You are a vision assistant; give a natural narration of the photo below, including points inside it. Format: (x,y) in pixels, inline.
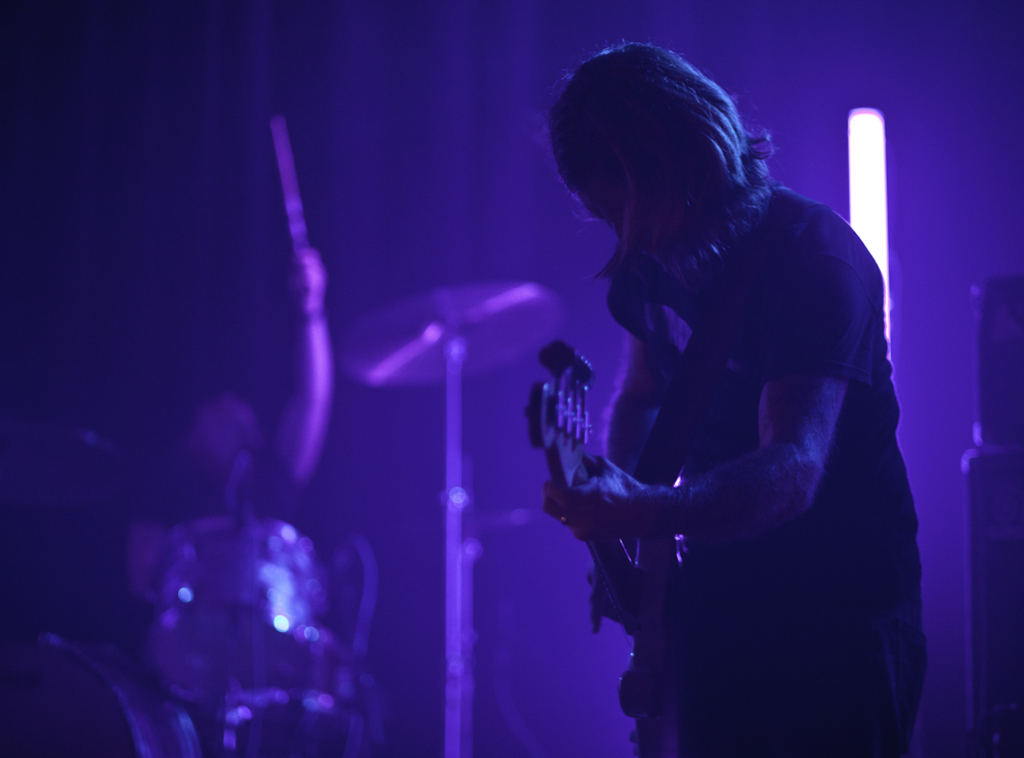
In this picture there is a man (867,562) who is playing a guitar (631,605). On the left (300,433) there is another man (269,470) who is playing the drums (221,587). On the right (864,152) there is a tube light (871,165) near to the wall (923,249).
